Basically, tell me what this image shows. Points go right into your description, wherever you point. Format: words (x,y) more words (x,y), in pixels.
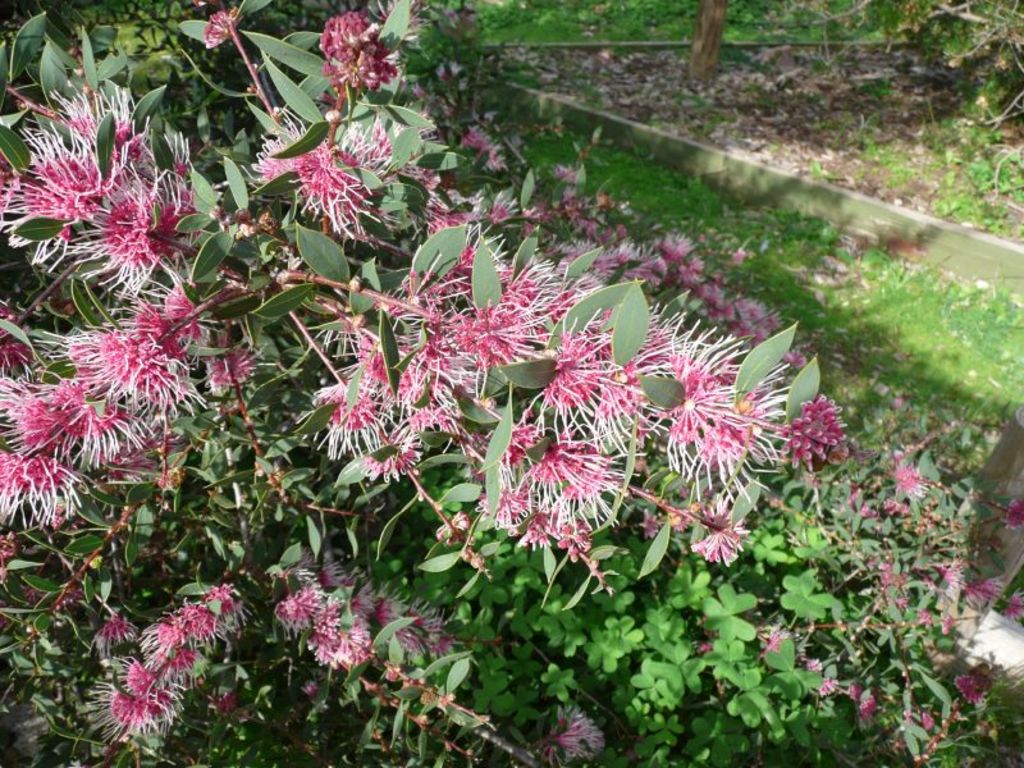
This picture might be taken outside of the city and it is sunny. In this image, we can see plants (383,454) with some flowers (536,434). in the background (1005,41), we can also see some trees (973,36), at the bottom (691,734) there are some plants (955,505) and grass (955,340).
